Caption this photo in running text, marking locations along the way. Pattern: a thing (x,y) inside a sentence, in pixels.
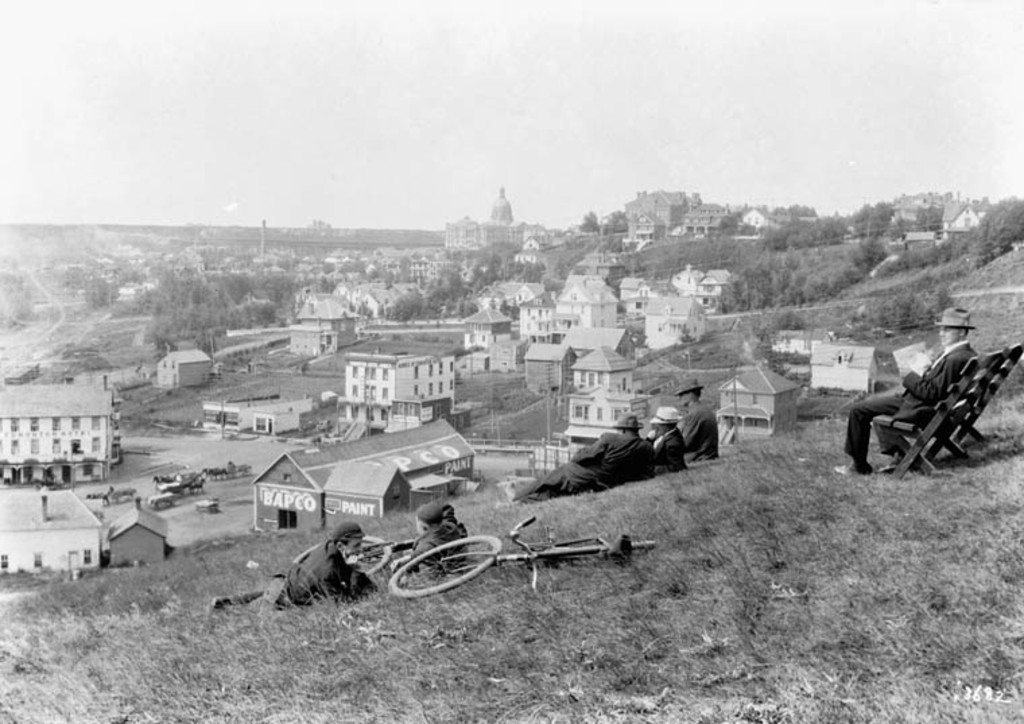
In this image there is the sky (596,97) truncated towards the top of the image (344,68), there are buildings (574,357), there is a building (58,424) truncated towards the left of the image (74,431), there is text (290,497) on the building (372,487), there are objects (183,487) on the ground (219,454), there are plants (700,616) truncated towards the bottom of the image (520,658), there is a bicycle (619,541), there are persons (430,518), there is a person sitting on the bench (999,364), he is holding an object (925,361), there are numbers (985,693) towards the bottom of the image (970,698), there are trees (915,255) truncated towards the right of the image (1015,234), there is a tree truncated towards the left of the image (22,286).
